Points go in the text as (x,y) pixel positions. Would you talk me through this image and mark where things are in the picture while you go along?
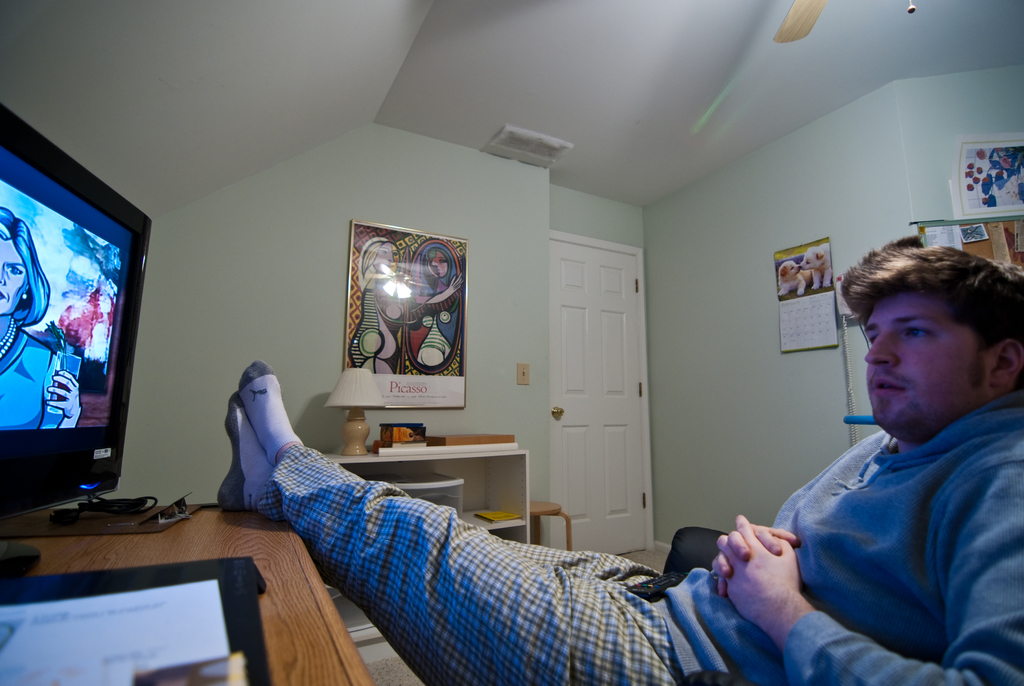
In the image there is a man (822,498) sitting and he kept his legs (270,449) on the table (285,566). On the left corner of the image (285,542) there is a table (233,519) with a screen (46,370) and some other objects (138,661). Beside him there is a cupboard (461,465) with lamp (344,381) and some other things (403,434). Behind the cupboard (444,460) there is a wall (307,262) with frame (393,328). And also there is a door (561,366). On the right side of the image (700,227) there is a wall (742,219) with calendar (819,303) and some other things (954,192). At the top of the image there is a fan wing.
